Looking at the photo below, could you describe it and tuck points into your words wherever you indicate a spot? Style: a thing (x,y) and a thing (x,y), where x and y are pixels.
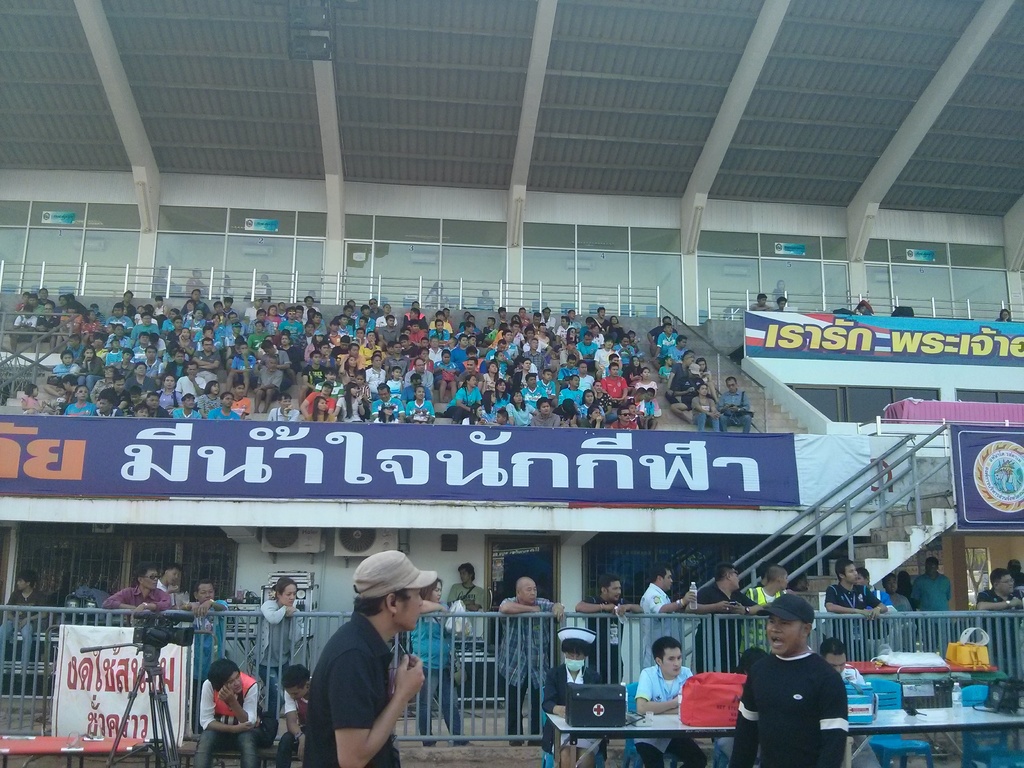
In this picture i can see group of people (382,331) among them few (449,406) are sitting and few (789,715) are standing. On the right side (891,524) i can see stairs (875,535) and table (657,725). On the table (724,729) i can see boxes (582,700) and other objects (713,708) on it. On the left side (162,678) i can see camera (147,644) and other objects (164,711). I can also see fence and boards (675,480).
